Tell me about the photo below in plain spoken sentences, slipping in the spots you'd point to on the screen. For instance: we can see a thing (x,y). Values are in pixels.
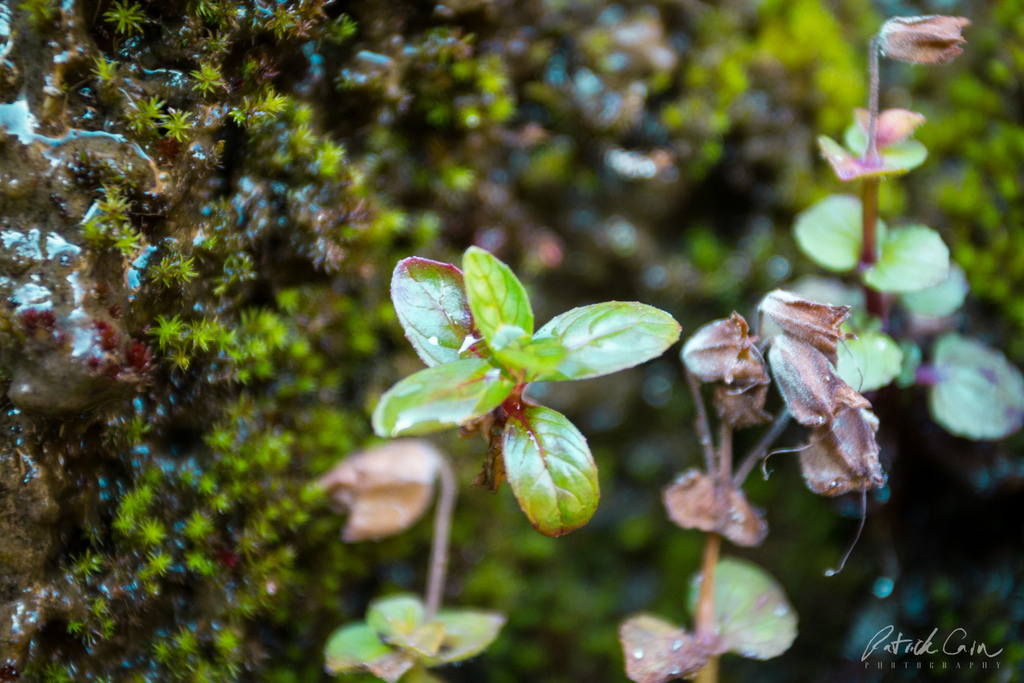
In this picture we can see there are plants (512,481) and there is moss (207,395) on a rock (90,373). In the bottom right corner of the image (912,637), there is a watermark (902,647).
